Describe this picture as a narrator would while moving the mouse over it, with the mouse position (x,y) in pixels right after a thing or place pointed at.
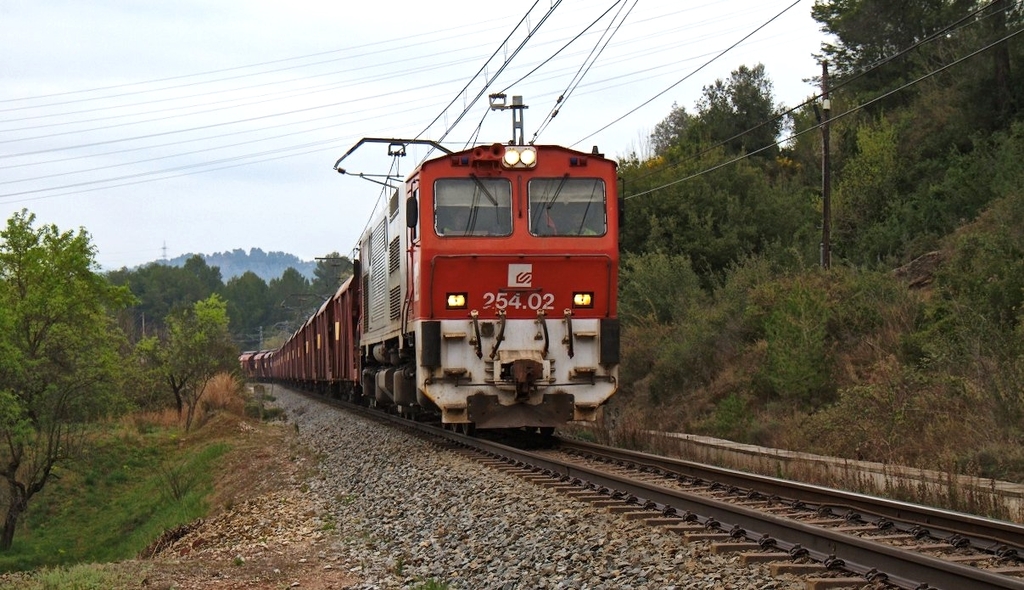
In this image there is a train (364,364) on the track (774,492) and we can see trees (860,242). There is a pole (824,69). In the background (235,269) there are hills (226,254), wires (303,116) and sky (279,85).
